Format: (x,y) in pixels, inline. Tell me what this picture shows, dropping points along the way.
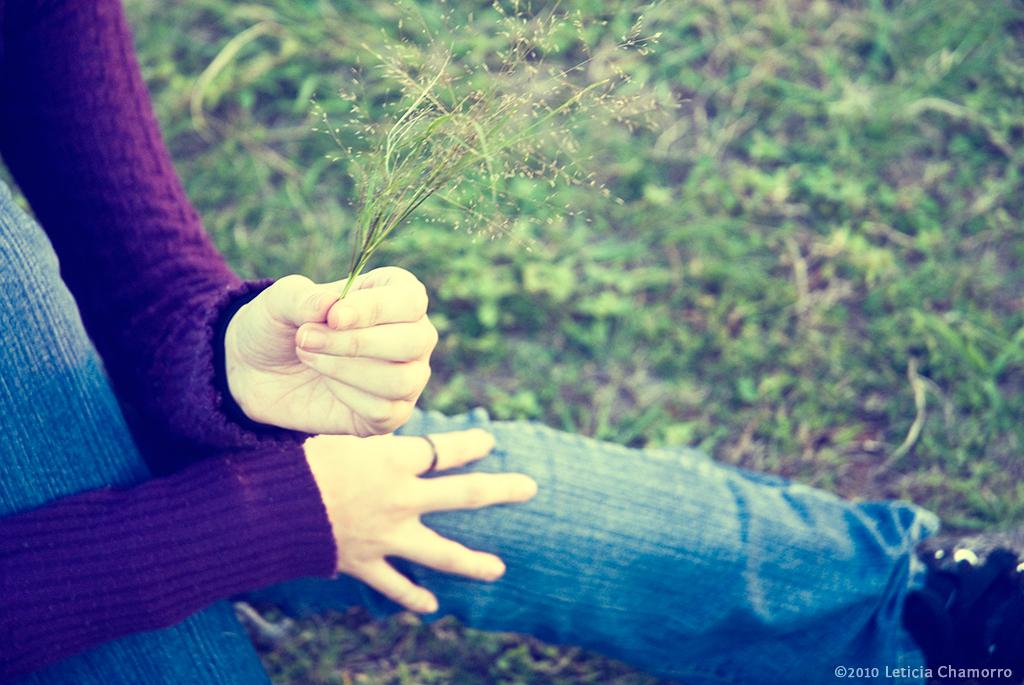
In this image there is a person (390,322) holding grass (389,162), in the background (727,126) there is a grassland (730,143), on the bottom right (883,676) there is text (892,676).
